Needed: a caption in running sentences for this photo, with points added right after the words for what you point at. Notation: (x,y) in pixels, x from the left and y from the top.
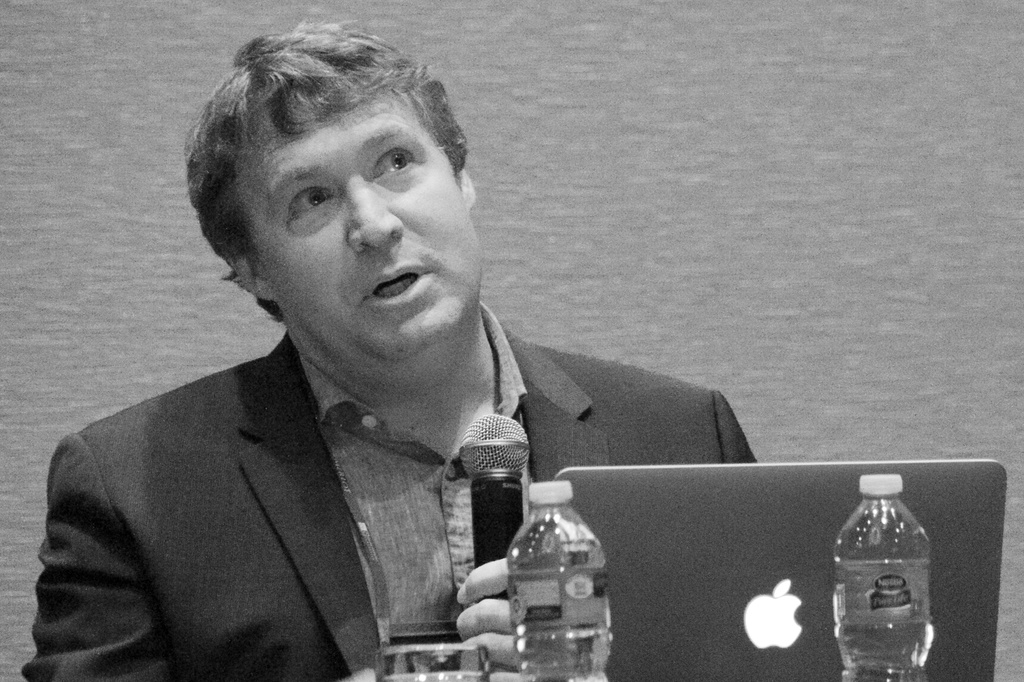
In this image a person (250,506) wearing coat (329,449) is talking, he is holding a mic (476,531). In front of him there is laptop (756,525), bottles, and glass (408,663).
